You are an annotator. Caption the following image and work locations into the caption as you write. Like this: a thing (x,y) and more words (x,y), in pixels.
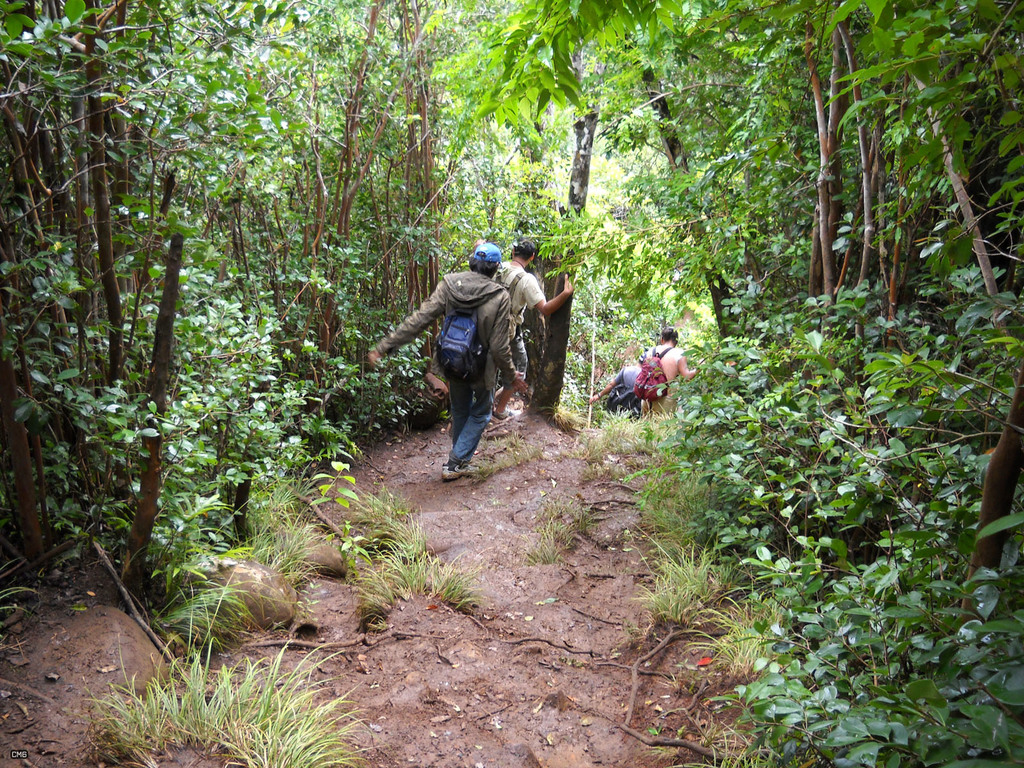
In this picture we can see some people (631,374), plants (583,415) on the ground (555,437) and in the background (598,404) we can see trees (681,180).
